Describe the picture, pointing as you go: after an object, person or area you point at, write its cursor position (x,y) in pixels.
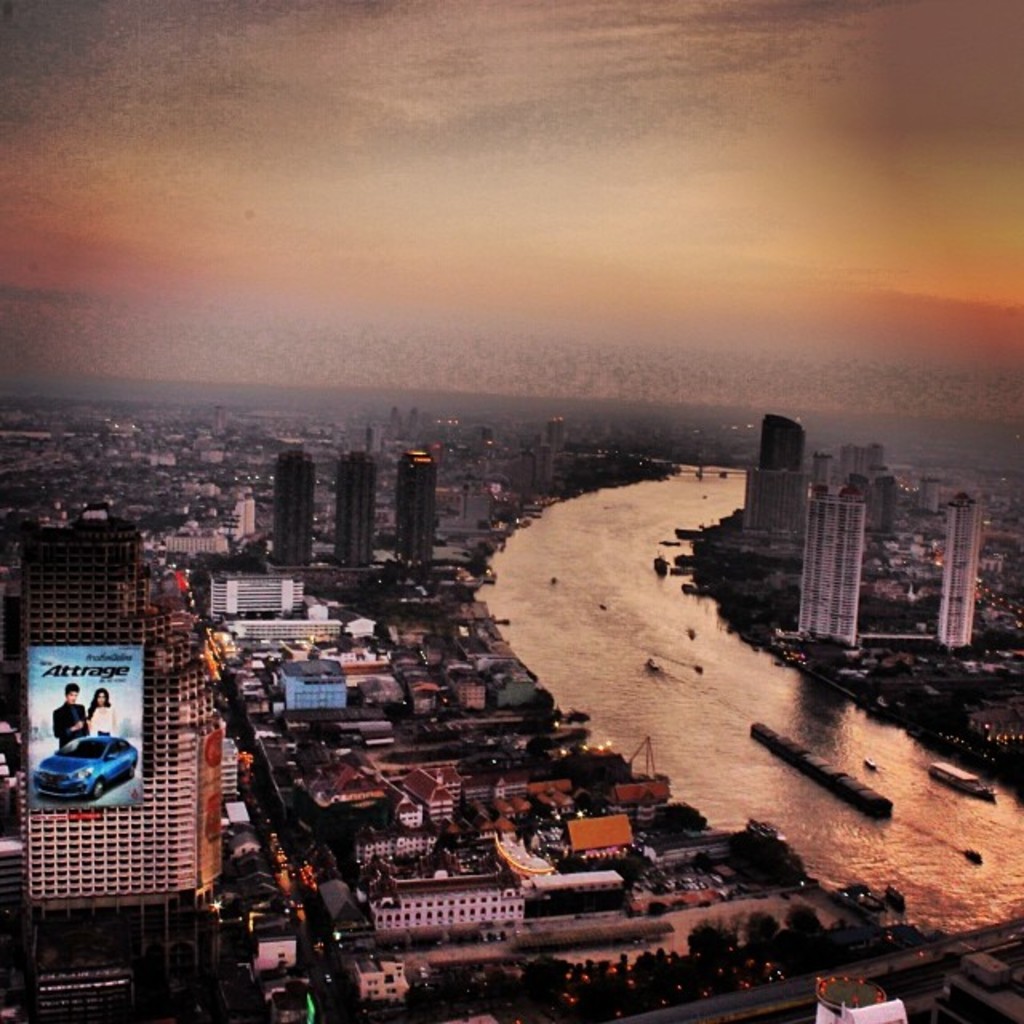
In this image I can see number of buildings (391,670), a board (74,726), water (690,747) and in water (617,530) I can see few things (862,798). On this board (41,768) I can see something is written and I can also see a blue car (106,763) and few people (105,714).
